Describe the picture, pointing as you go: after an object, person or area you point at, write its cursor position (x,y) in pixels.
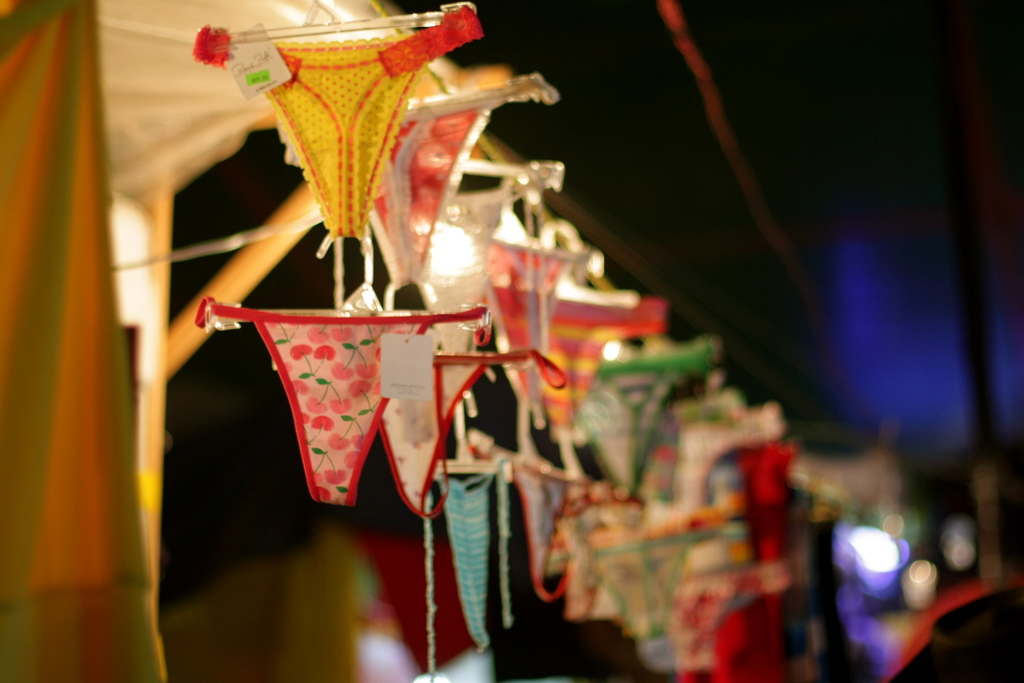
In this image there are few clothes (424,268) are on the hangers (538,385) which are hanged to a rod (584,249). Left side (28,183) there is tent (110,171). Background (948,576) is blurry.
